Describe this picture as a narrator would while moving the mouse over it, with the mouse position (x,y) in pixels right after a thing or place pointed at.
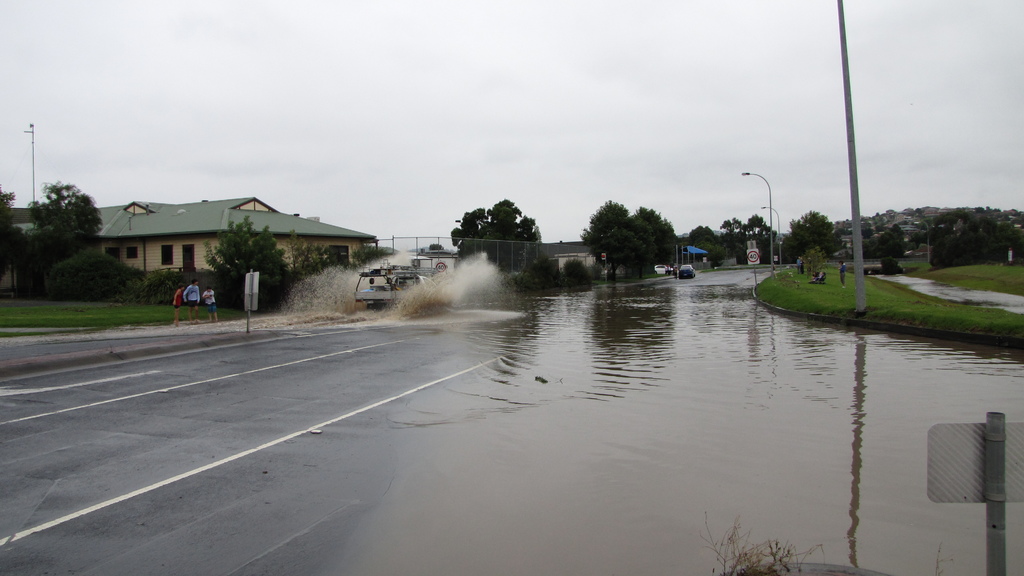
In this image I can see water (494,407) on the road (377,347). There are people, vehicles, trees (761,251), buildings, poles (765,178), lights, sign boards (755,263) and in the background (715,187) there is sky (716,176).
